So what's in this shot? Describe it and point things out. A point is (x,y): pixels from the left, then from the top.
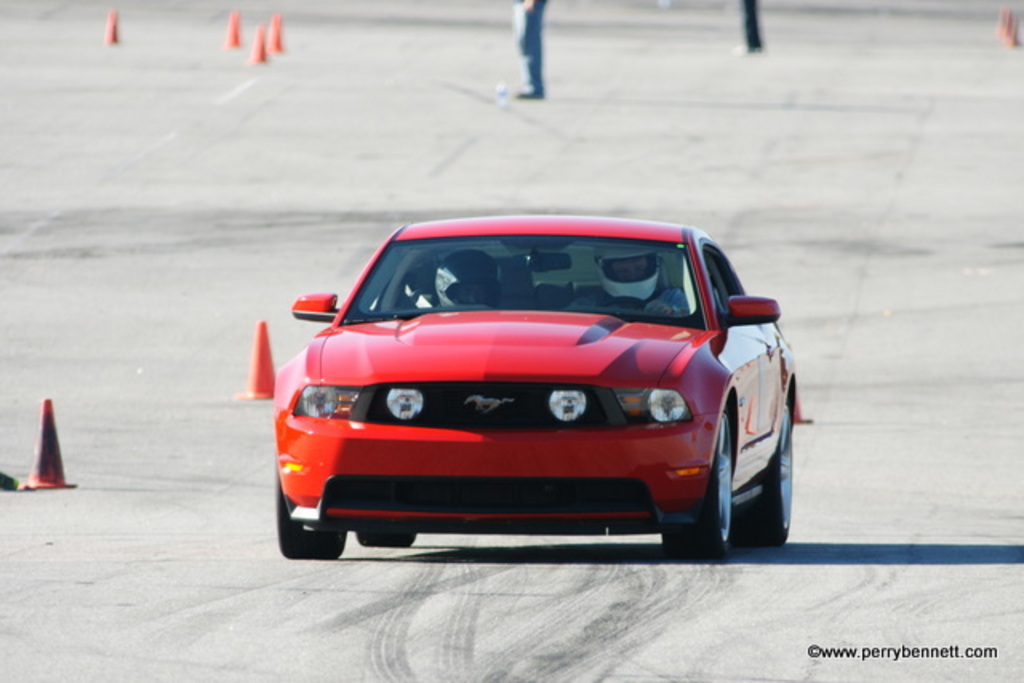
In this picture we can see a red color car (642,429) is traveling on the road (820,360), on the left side (268,59) there are traffic cones (114,42), we can see two persons (653,310) in the car (608,315), in the background (528,92) we can see legs (539,67) of two persons (528,33) and a bottle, at the right bottom (907,655) there is some text (907,655).
